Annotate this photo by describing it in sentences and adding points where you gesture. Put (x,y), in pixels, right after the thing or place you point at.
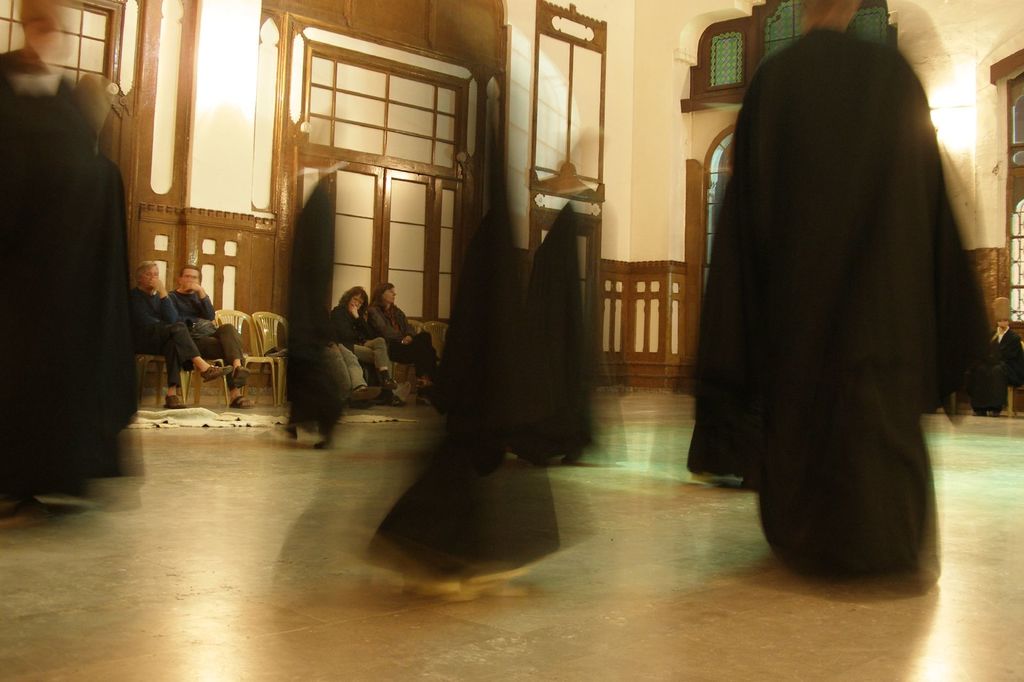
In this image we can see there is an inside view of the building (725,180). And there are a few people (725,426) standing and few people (237,370) are sitting on the chairs (228,318). And there is a window (733,55) and a wall (956,177) with a design (242,226).
